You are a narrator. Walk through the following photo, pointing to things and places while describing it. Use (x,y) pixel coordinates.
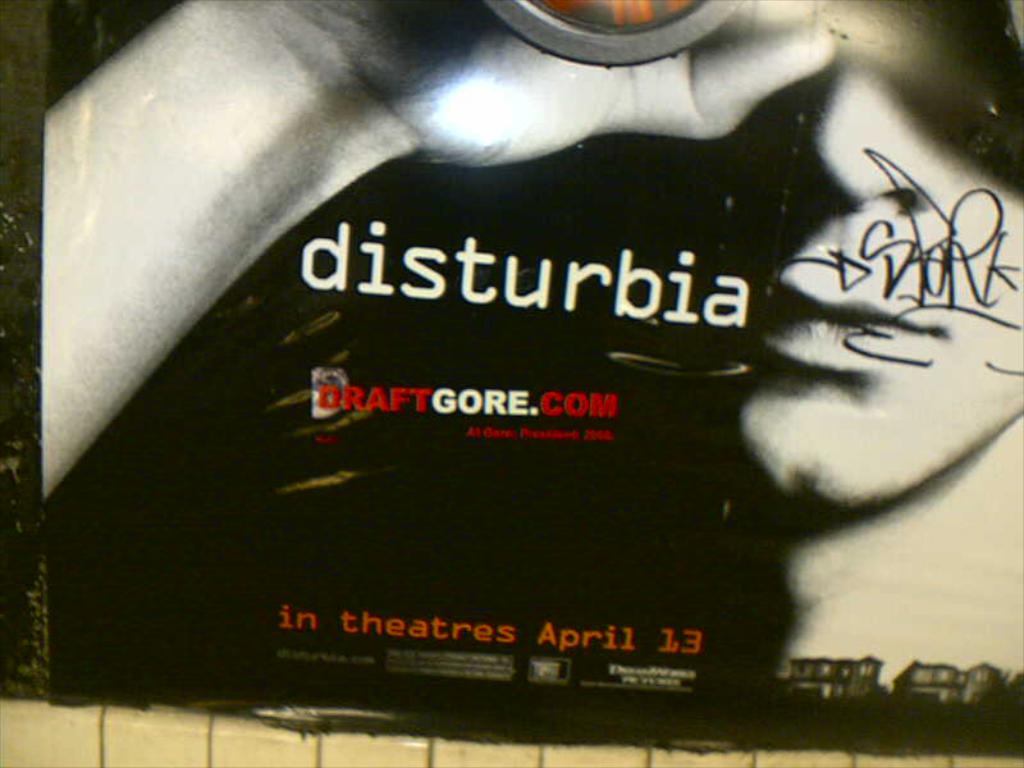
This is an advertisement. In this picture we can see a poster (493,597) on the wall (286,731).
